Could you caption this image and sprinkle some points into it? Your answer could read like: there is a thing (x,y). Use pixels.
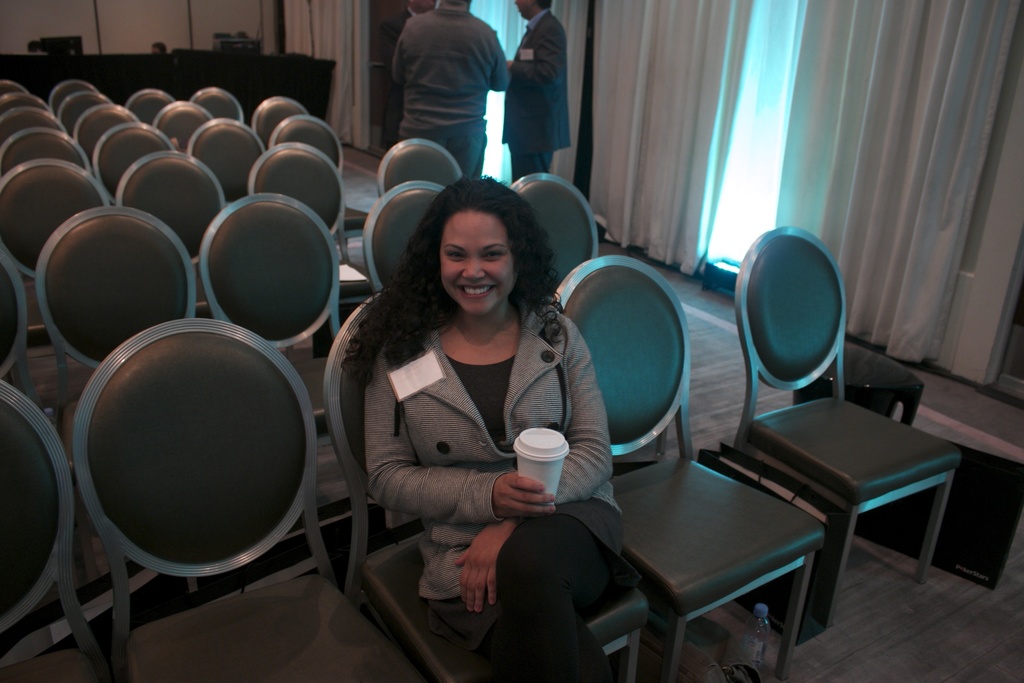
in the picture a woman (512,435) is sitting on chair (373,560) catching a glass (545,461) with her hands (542,504), there are two persons (548,125) back of woman (512,300).
